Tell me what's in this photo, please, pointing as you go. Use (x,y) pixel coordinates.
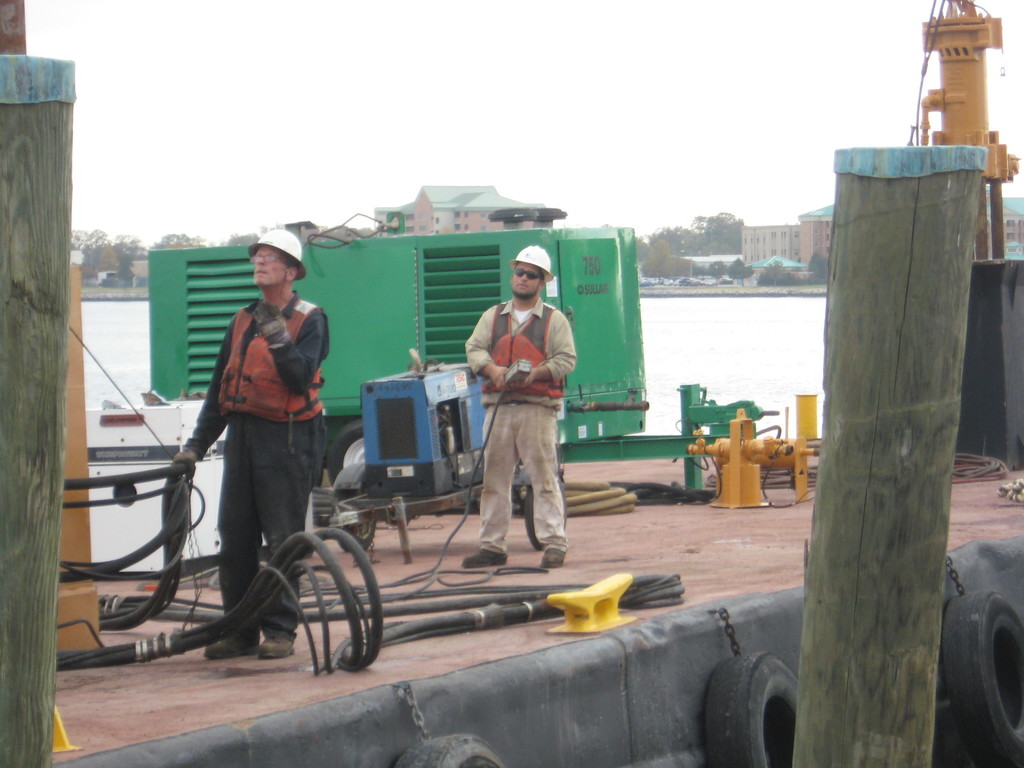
In this image I can see two person (258,395) standing. The person (227,449) in front (277,412) wearing brown and black color dress (279,428) and the other person (536,429) is wearing cream color dress (501,434). In front I can see an object (342,271) which is in green color. Background (693,318) I can see water (690,306), few buildings (426,224) in brown and cream color, trees (663,248) in green color and sky (616,67) is in white color.
